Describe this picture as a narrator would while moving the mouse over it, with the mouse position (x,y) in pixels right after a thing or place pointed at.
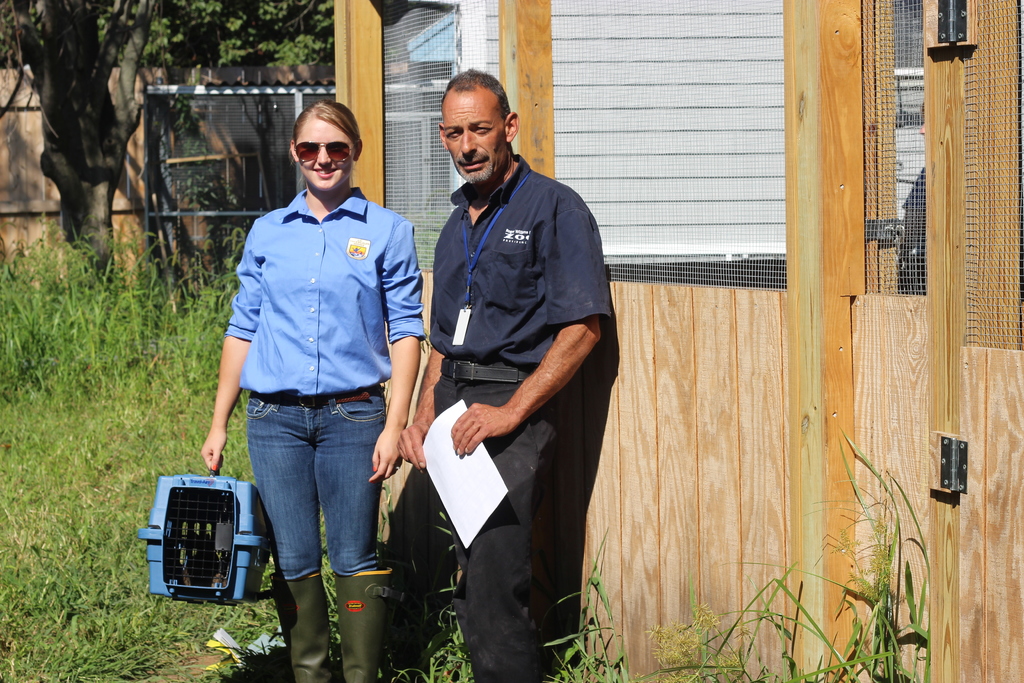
In this image, we can see two people (321,423) standing and holding objects (447,502). We can see the ground (118,514) covered with grass (119,355) and some plants (119,355). We can see a wooden wall (725,364) on the right (741,355). We can see a tree (85,44), a cage (188,144) and some wood (40,210).
